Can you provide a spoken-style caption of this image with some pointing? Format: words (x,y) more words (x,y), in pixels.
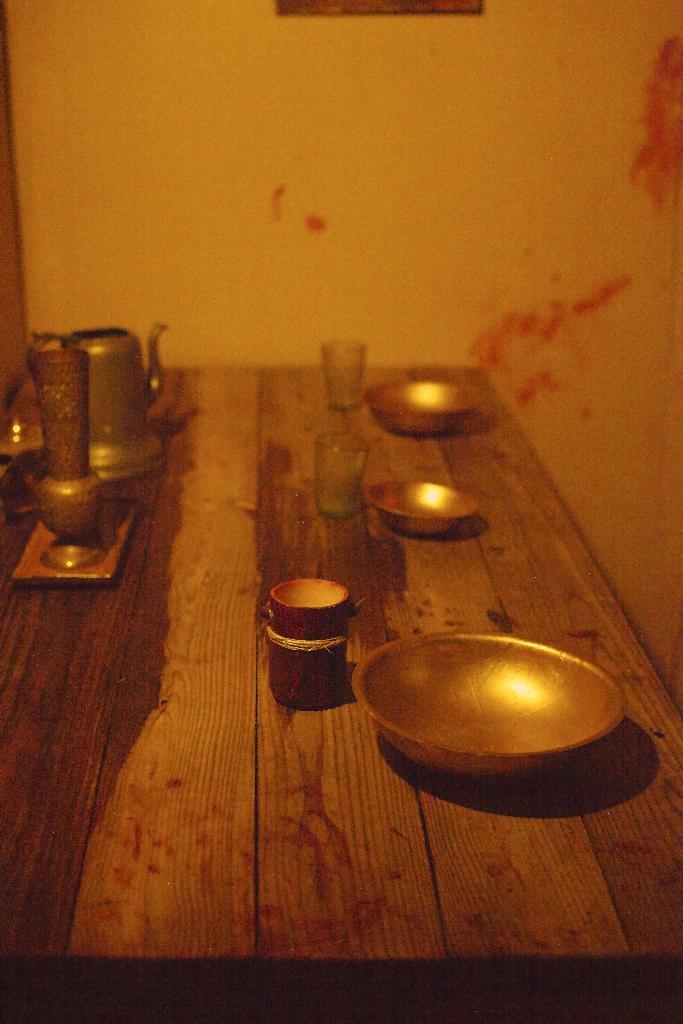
In this image i can see a table (162,783) on which there are few bowls (405,484), few glasses (324,442) and few jars (98,427). On the background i can see a wall (214,259).
